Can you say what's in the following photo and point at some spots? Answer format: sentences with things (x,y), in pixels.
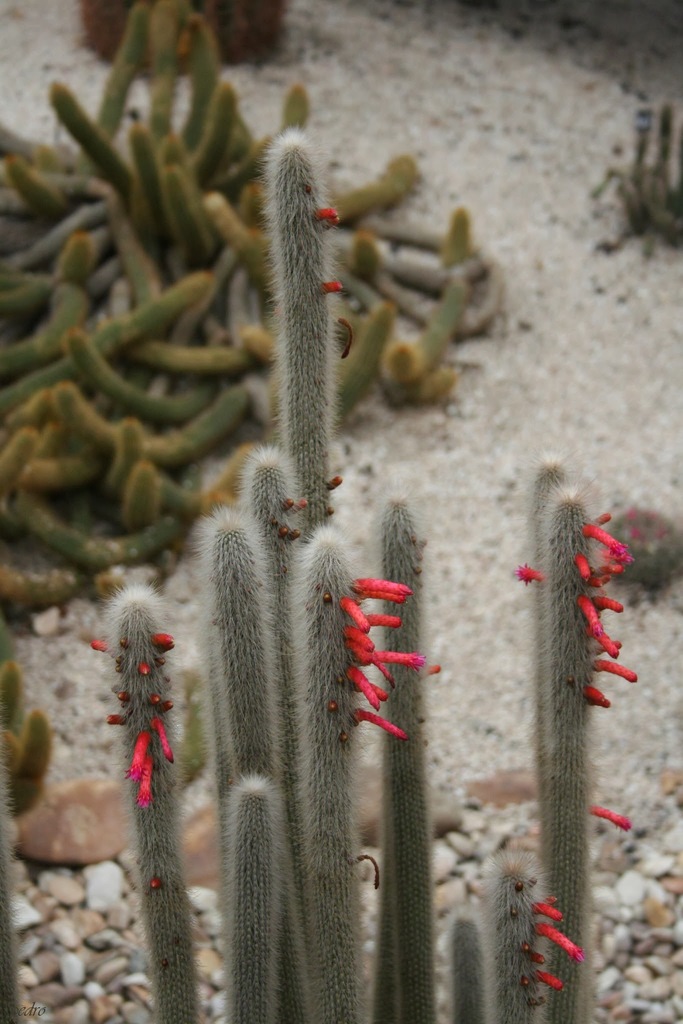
In this image we can see there are plants (569,698) and stones (69,827).
